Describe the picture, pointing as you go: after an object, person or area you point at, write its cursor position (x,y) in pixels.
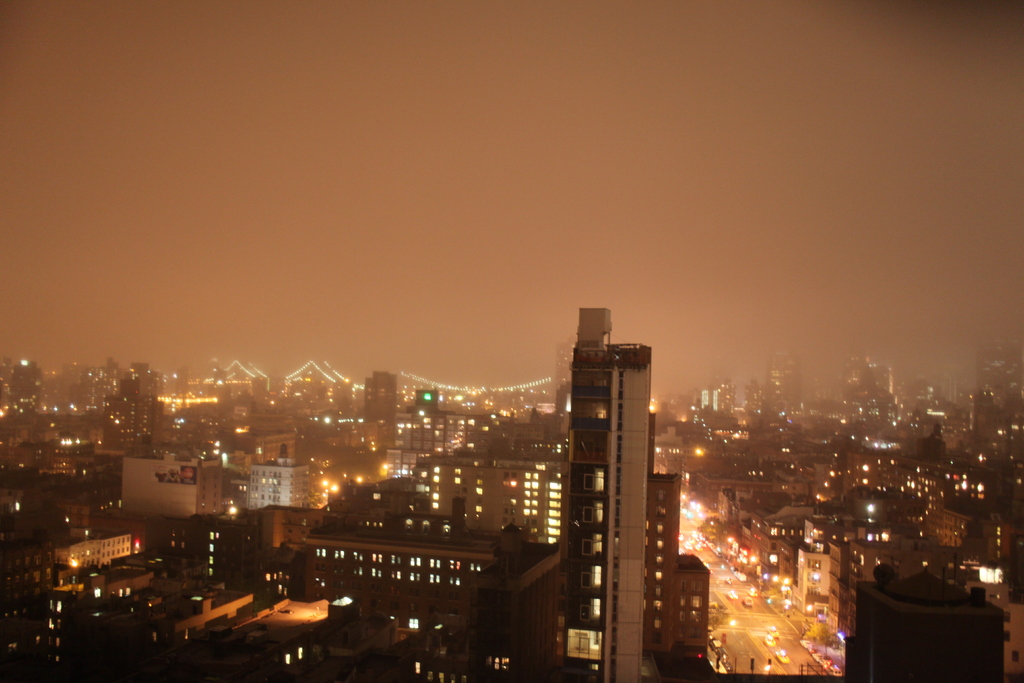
In this image there are buildings (657,502) and there are vehicles (773,627) and lights (332,479).
